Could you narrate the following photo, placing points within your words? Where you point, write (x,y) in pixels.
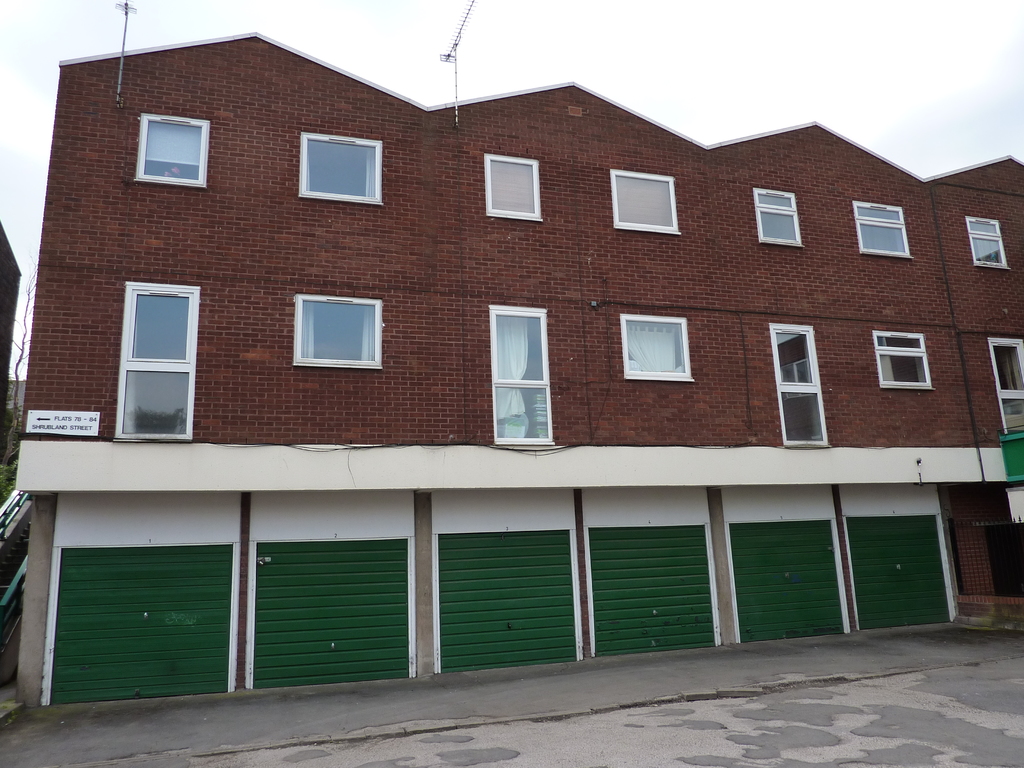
In this image in the background (537,387) there is a building (614,364) and on the top of the building (229,79) there are antennae (124,57) and in the front of the building (696,615) there is a road (795,726) and the sky (799,56) is cloudy. On the left side (11,314) there is an object (8,302) which is black in colour and there is a tree (12,423).
